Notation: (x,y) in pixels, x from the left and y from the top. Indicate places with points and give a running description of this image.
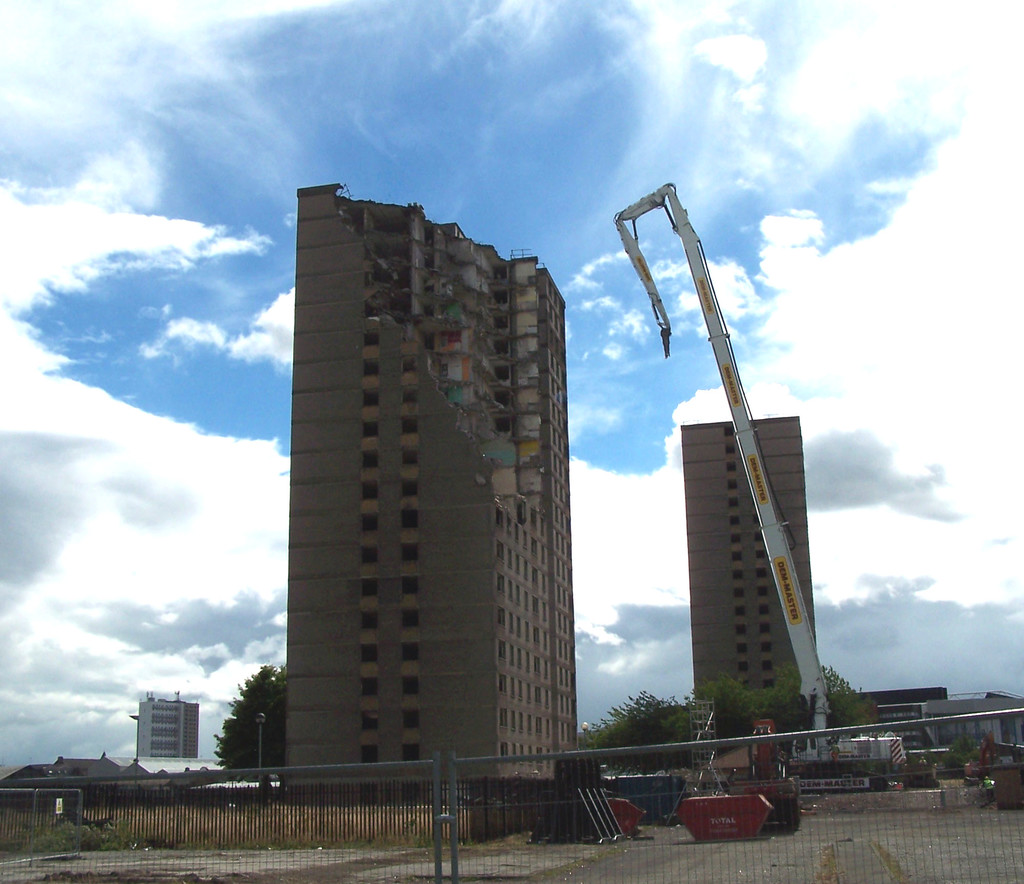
In the image there is a gate (482,806) in the foreground (482,806) and behind the gate (438,774) there are three buildings (310,698), trees (608,733), crane (843,762) and other objects (712,760).
